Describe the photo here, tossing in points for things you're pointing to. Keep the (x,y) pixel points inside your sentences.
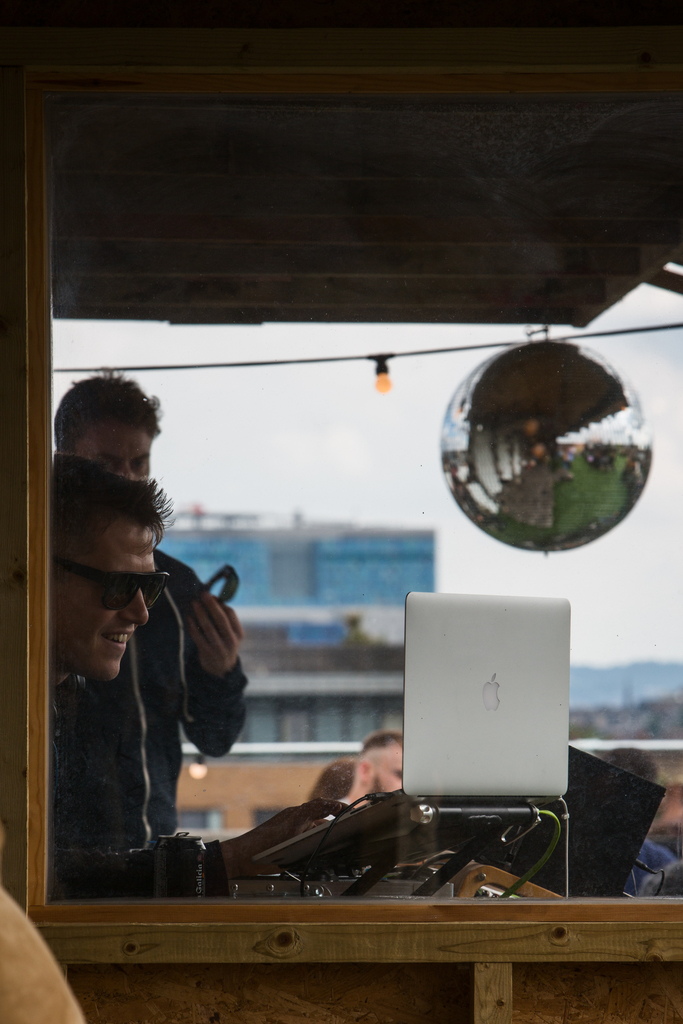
In this image there are two persons (149,709) on the left side of this image (187,754) and there is a building (326,638) in the background (326,638). There are some objects (422,621) kept in the bottom of this image (416,871) and there is a sky (337,444) as we can see in middle of this image (360,448) and there is a wooden object (346,212) on the top of this image (193,112).
